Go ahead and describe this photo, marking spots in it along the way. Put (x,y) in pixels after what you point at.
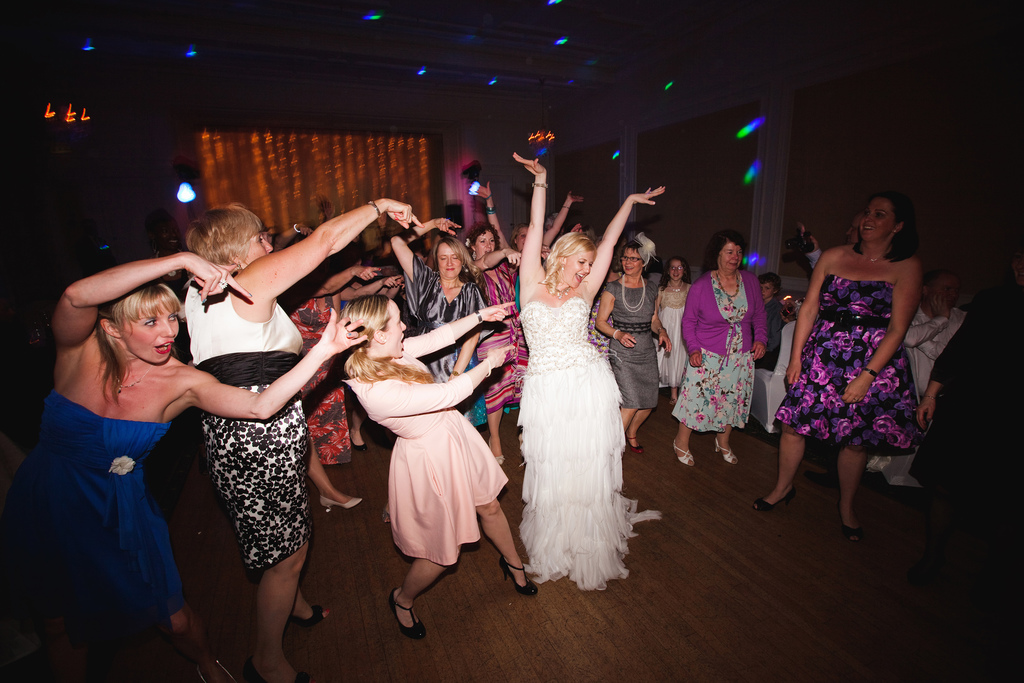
In this image I can see there are group of women (123,317) dancing on floor (190,480) and they are wearing a colorful dress (874,303) and at the top (210,167) I can see colorful lights (749,135) and a curtain (367,167) in the background (205,183) and beams (630,151) visible in the middle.
